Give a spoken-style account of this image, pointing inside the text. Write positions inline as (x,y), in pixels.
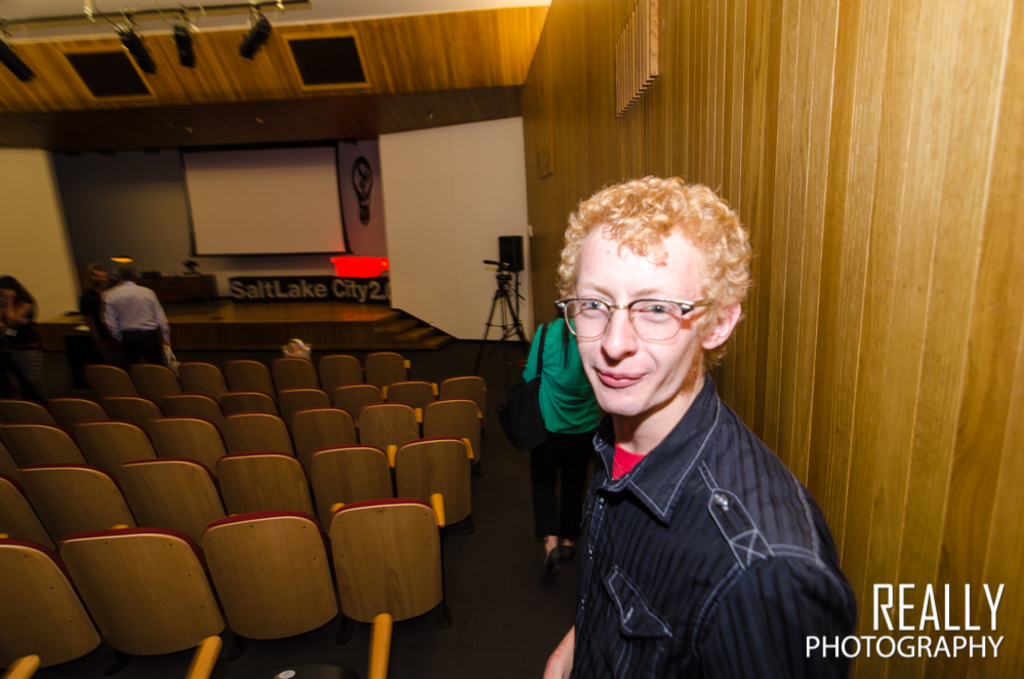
In the middle of the image (356,399) there are some chairs (362,417). Bottom right side of the image (718,594) there are two persons (694,394). Top right side of the image (801,120) there is a wall (718,102). In the middle of the image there is a speaker (519,250). Top left side of the image (293,172) there is a screen (228,208) and there are some persons (136,293).
